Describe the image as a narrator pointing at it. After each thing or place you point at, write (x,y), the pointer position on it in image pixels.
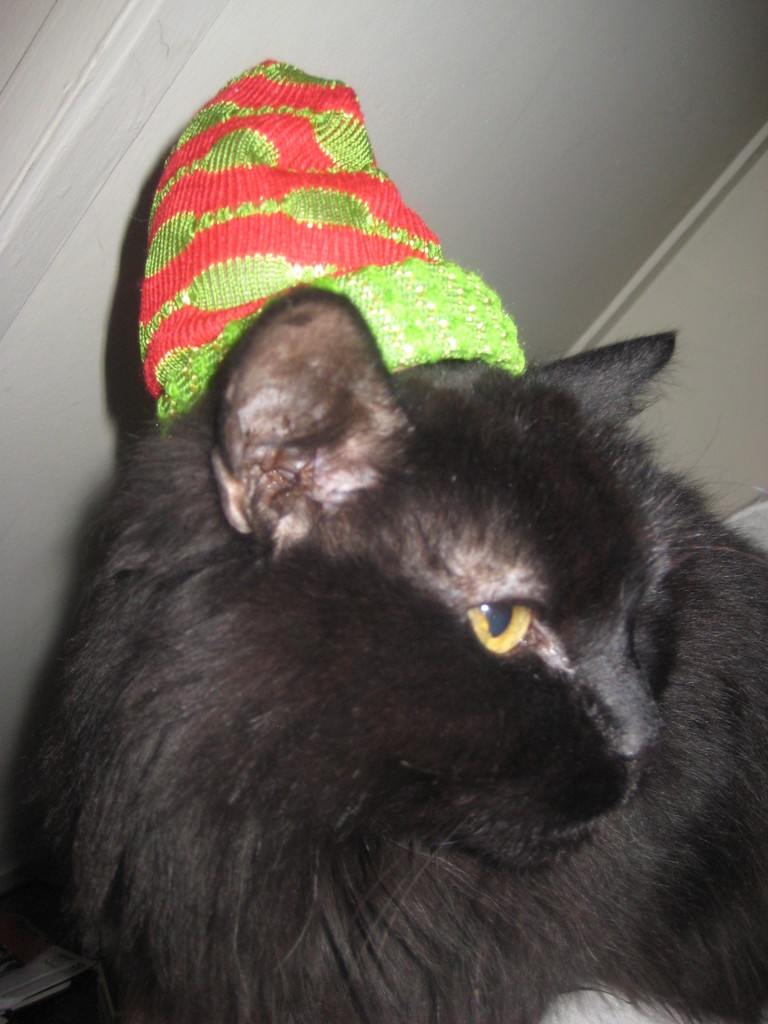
In this image, we can see a black cat (352,796) is wearing a cap (404,312). Top of the image (602,201), we can see a white color wall (503,140).
